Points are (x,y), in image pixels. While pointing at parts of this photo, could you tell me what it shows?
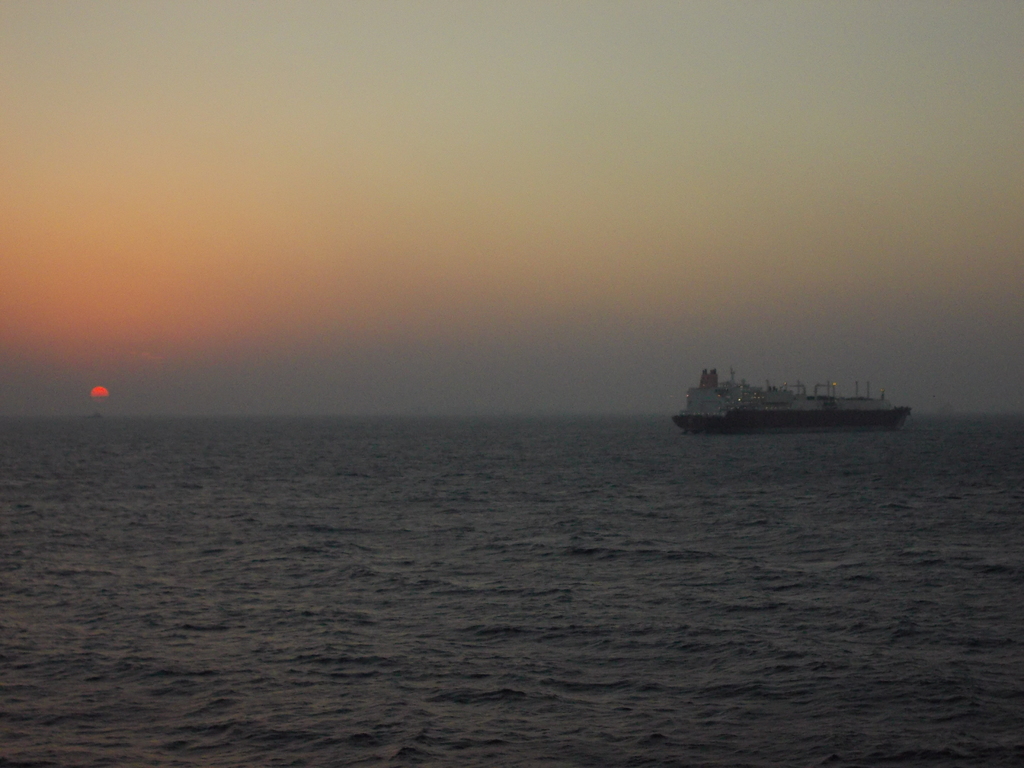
In this image we can see a ship (895,422) on the ocean (353,514), we can see the sun set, also we can see the sky (513,289).
